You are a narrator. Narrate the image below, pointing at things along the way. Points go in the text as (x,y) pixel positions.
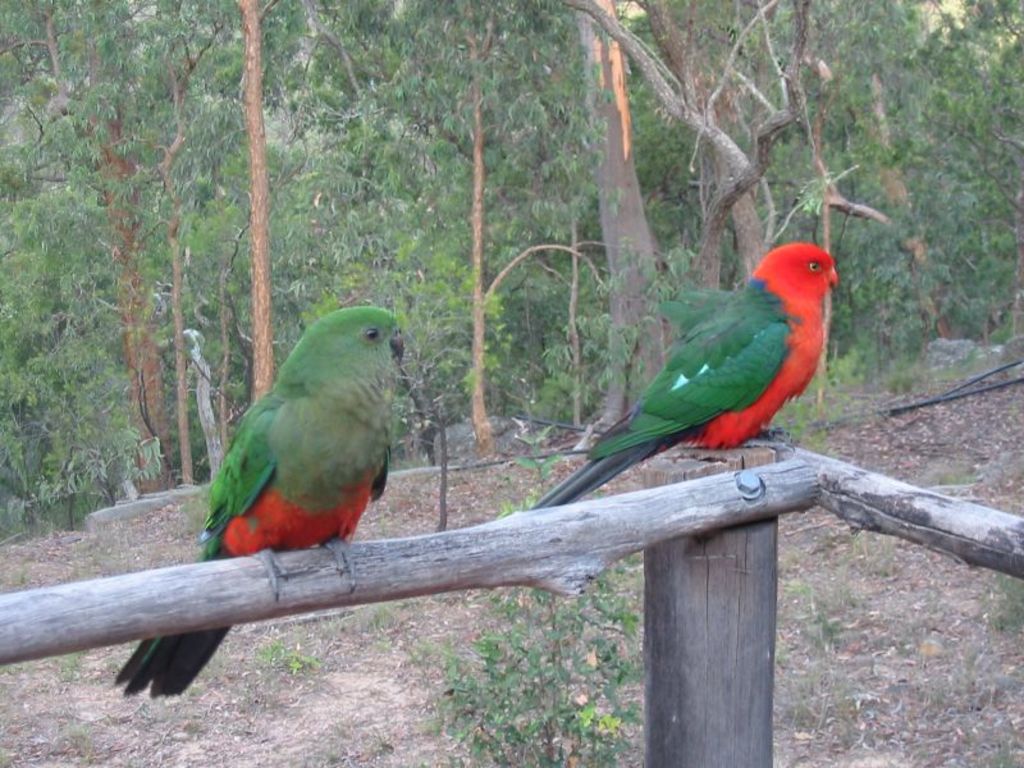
In this picture there are parrots (810,271) on wooden poles (625,510) and we can see plants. In the background of the image (607,210) we can see trees (835,232).
